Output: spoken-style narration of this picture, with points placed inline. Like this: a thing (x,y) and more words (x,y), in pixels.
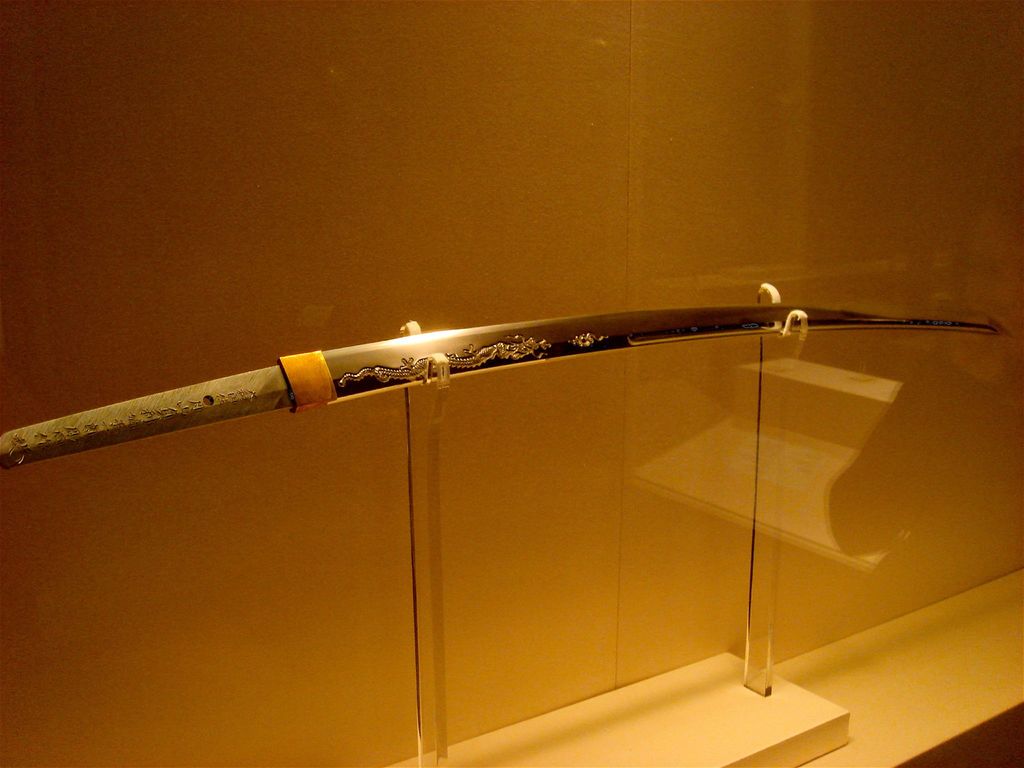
In the image we can see there is a sword (469,365) kept on the stand (817,709) and behind there is a wall (440,151).
